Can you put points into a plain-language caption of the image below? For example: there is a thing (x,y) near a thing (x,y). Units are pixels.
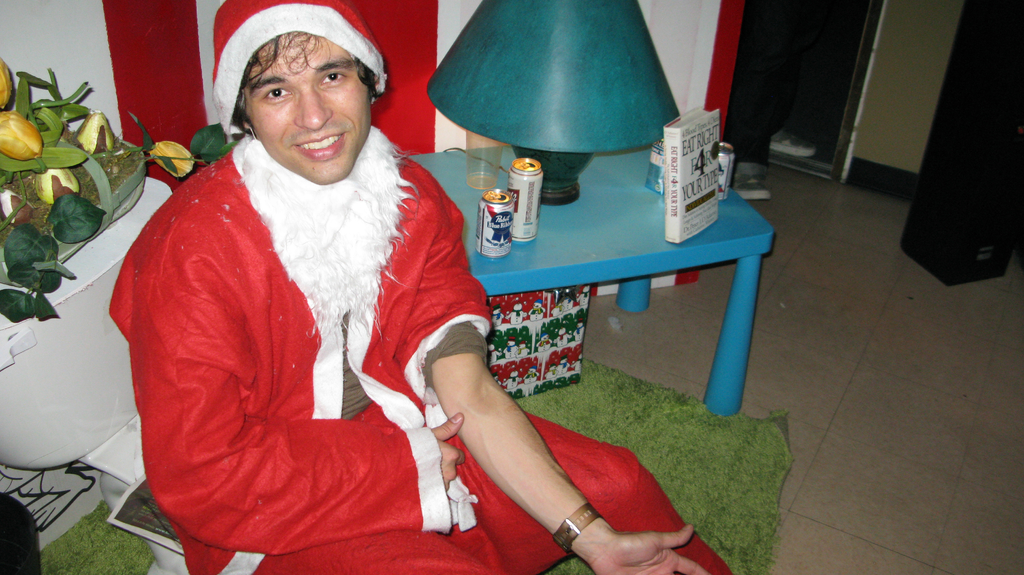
This man (426,180) wore Christmas dress (311,424) and sitting on seat (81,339). On this table (541,251) there are tins (537,191), lamp (575,129) and book (684,149). A floor (875,461) with carpet (720,465).
